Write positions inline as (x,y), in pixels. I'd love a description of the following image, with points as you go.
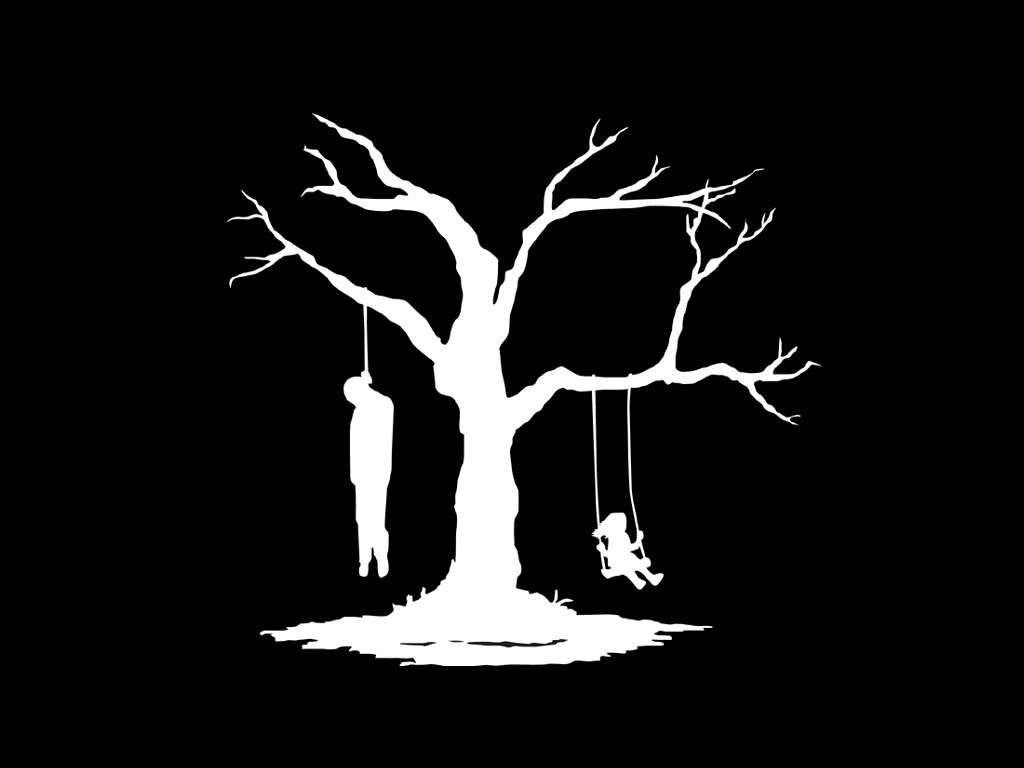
In this image there is a depiction of a tree (473,486) with a man (360,391) hanged and a girl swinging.
